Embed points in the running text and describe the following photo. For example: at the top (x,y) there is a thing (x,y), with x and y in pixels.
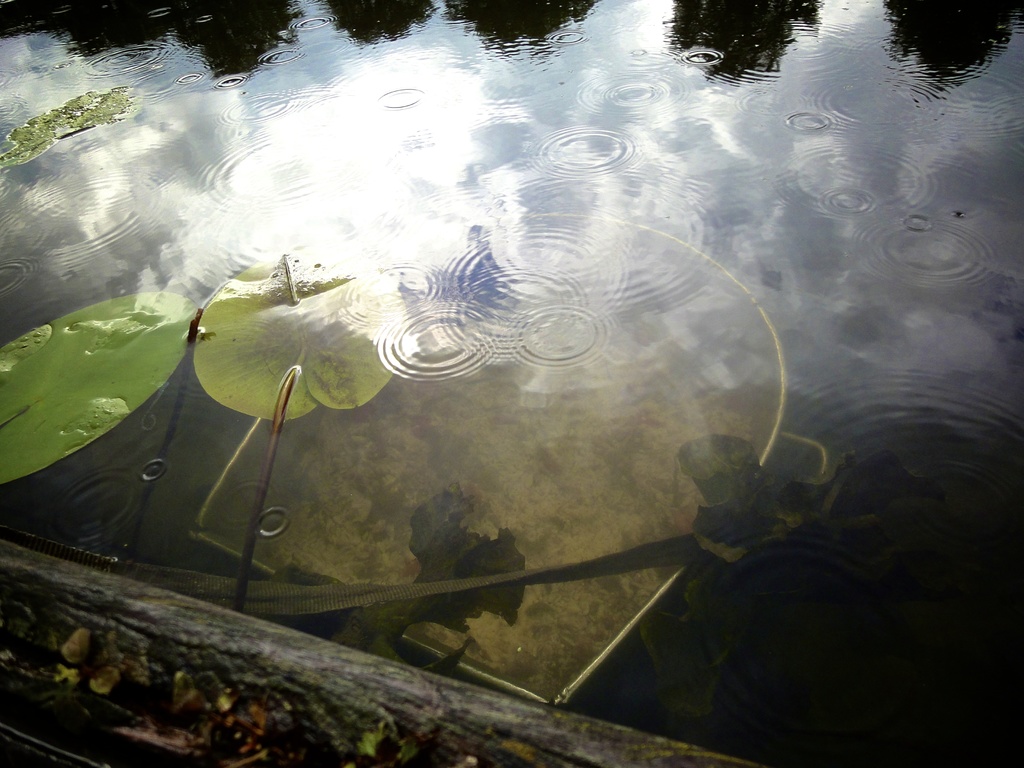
In the image we can see there are lotus leaves (204,367) in the water (742,331), this is a water (810,377) and an object (582,607) in the water (543,616).
